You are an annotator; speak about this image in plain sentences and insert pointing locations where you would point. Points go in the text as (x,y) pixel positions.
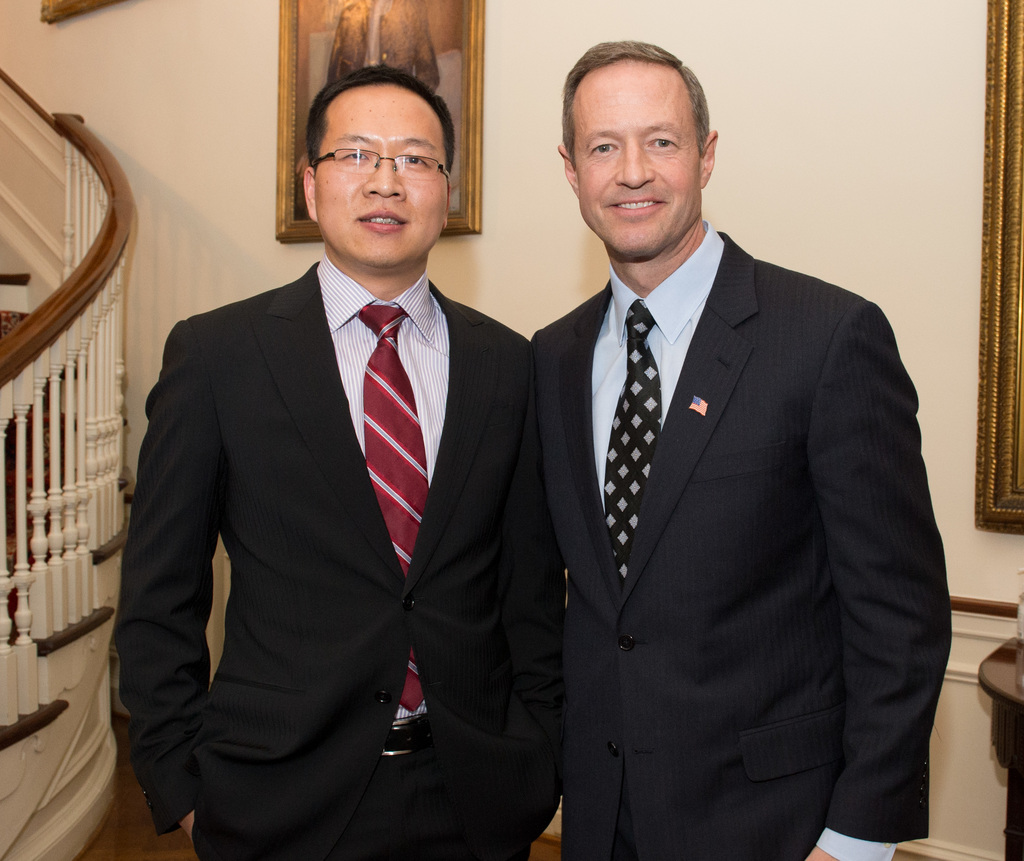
In the center of the image (630,570) there are two people (414,802) standing wearing suits (525,429). In the background of the image (763,248) there is wall (136,290). There are photo frames (373,4). To the left side of the image (37,418) there is stairs (16,590) and staircase railing (19,642).
